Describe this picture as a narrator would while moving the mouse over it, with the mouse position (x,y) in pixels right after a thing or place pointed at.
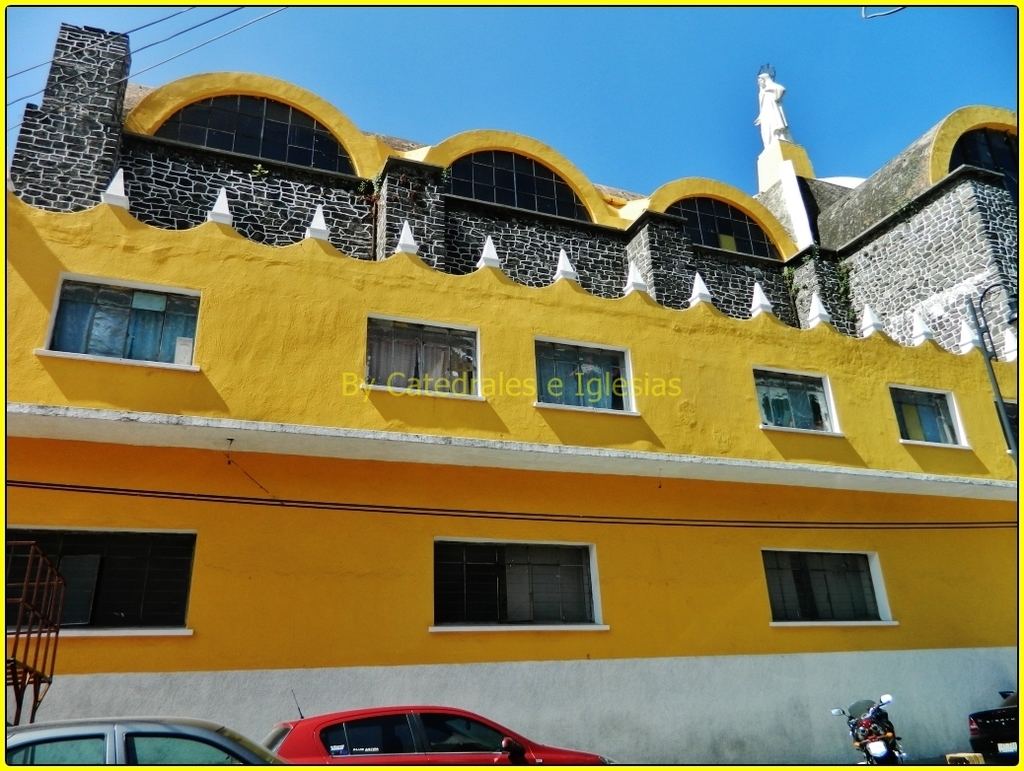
This image consists of a building (532,302) along with the windows (137,334). It is in yellow color. There are three car (298,725) and a bike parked on the road (909,763). At the top (607,28), there is sky (520,52) in blue color.
